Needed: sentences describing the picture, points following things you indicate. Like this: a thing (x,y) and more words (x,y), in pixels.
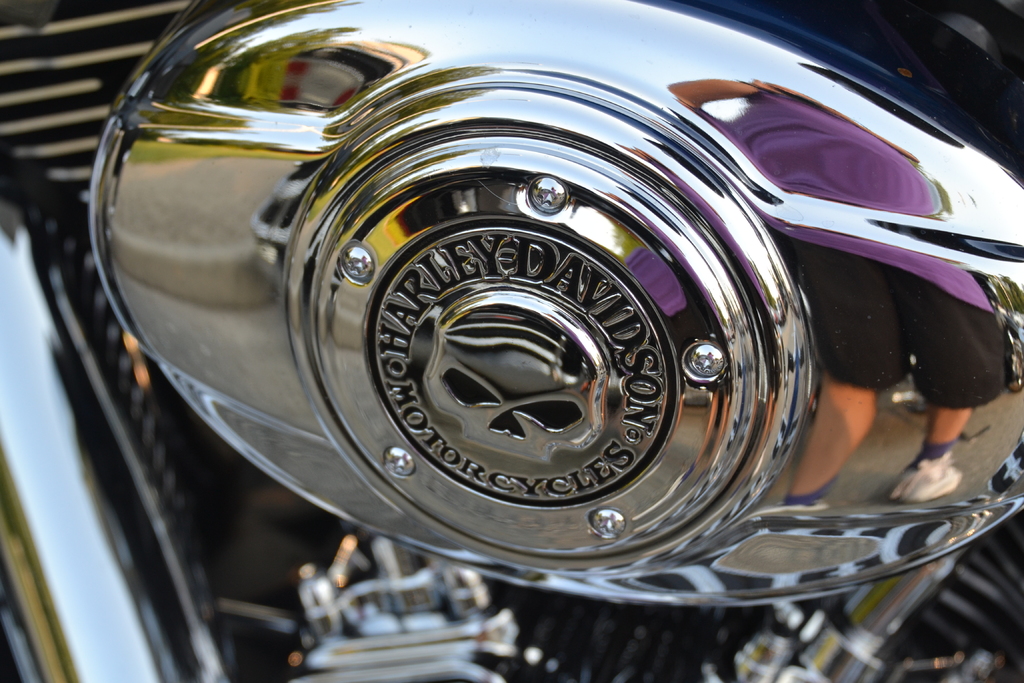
In this image we can see that there is a metal tank (797,266) of a motorbike (855,317).
